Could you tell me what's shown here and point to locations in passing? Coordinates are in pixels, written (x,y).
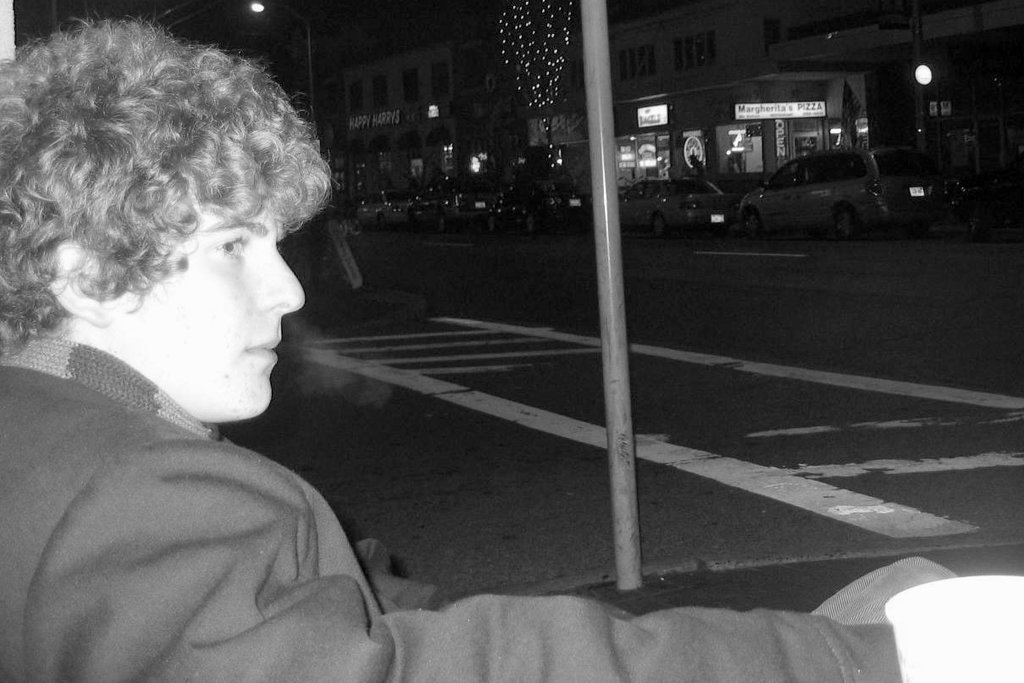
In this image on the left side (139,453) there is one person (436,671), and in the background (653,19) there are poles (603,131), buildings (533,146), trees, vehicles (905,182) and some lights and some objects (931,105). At the bottom (683,469) there is road (648,475).
